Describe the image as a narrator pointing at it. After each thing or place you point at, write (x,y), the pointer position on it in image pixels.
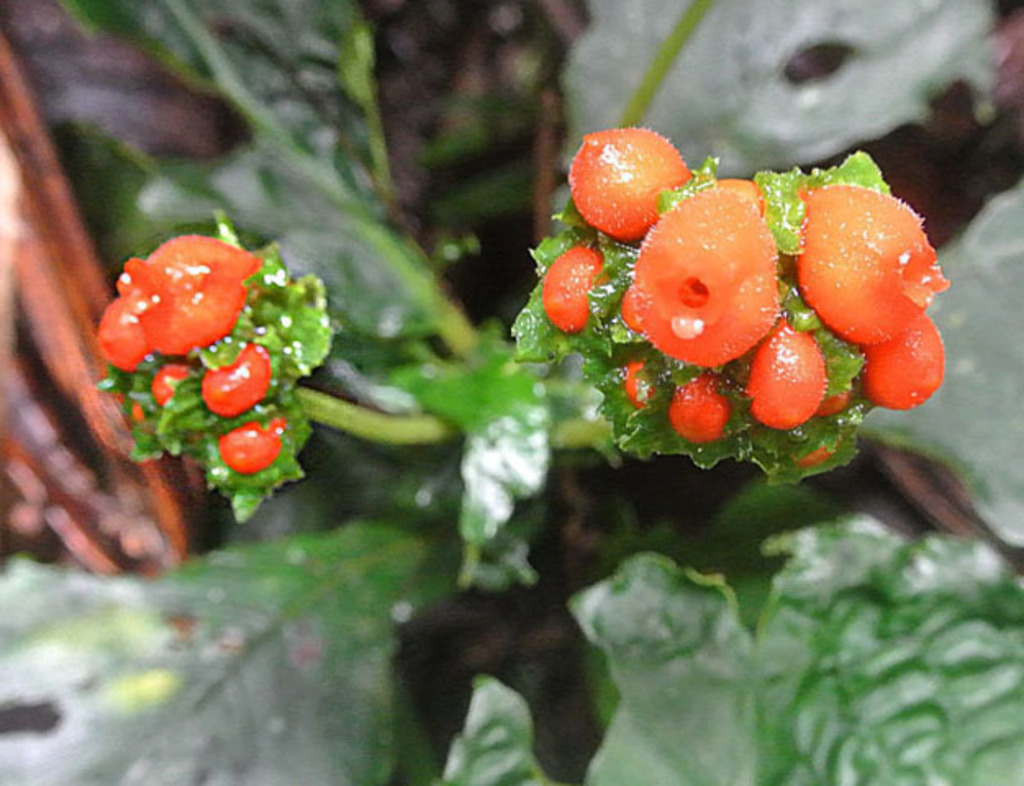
In this image there are fruits (844,267) and leaves (626,91), in the background (501,82) it is blurred.
